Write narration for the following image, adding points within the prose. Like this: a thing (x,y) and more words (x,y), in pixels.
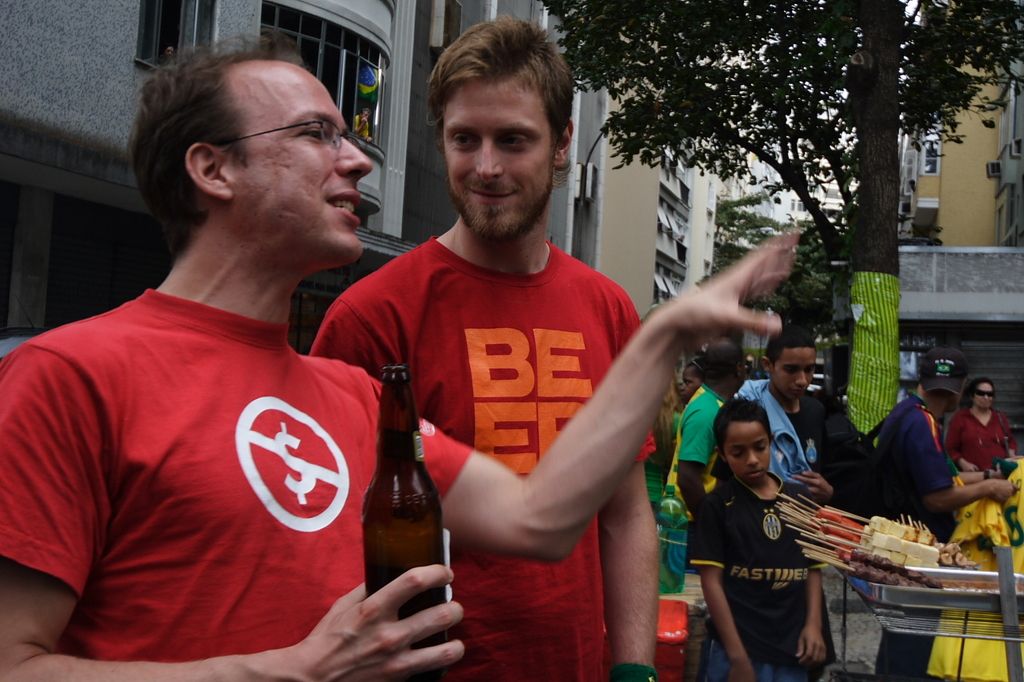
In this picture we can see a man (335,621) in the red t shirt (319,435) is holding a bottle (391,493) and behind the man (237,461) there are some people (457,433) standing and some food items (864,557) on a tray (918,606). Behind the people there are trees (829,243) and buildings (979,140).
